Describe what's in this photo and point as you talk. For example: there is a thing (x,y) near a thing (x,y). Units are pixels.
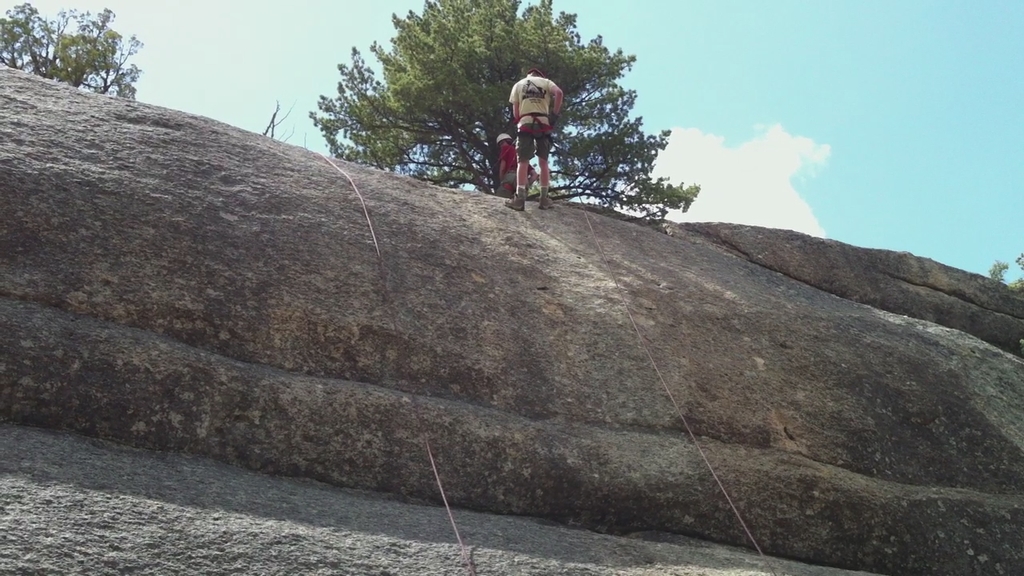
In this picture we can see two persons (513,120) on the rock (522,222), ropes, trees (556,149) and in the background (893,71) we can see the sky (670,52) with clouds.
